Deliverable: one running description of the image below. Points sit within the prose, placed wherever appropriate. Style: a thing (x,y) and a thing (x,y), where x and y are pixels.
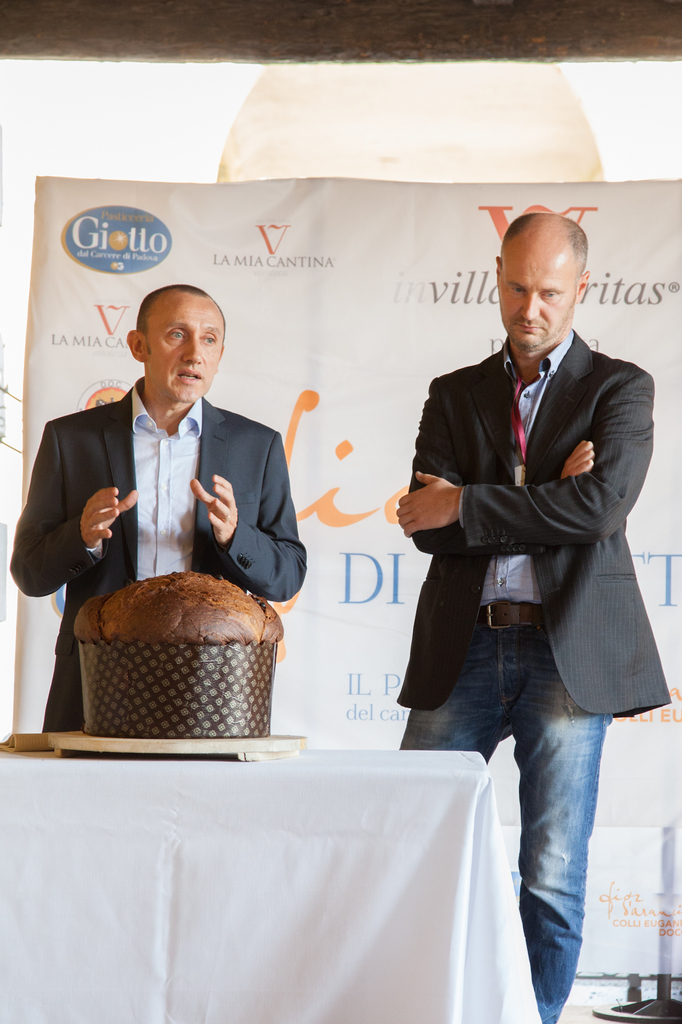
This picture shows two men (439,661) standing and a man (141,464) speaking and we see a cake (216,685) on the table (341,774) and we see a hoarding (268,292) on their back (661,620).
